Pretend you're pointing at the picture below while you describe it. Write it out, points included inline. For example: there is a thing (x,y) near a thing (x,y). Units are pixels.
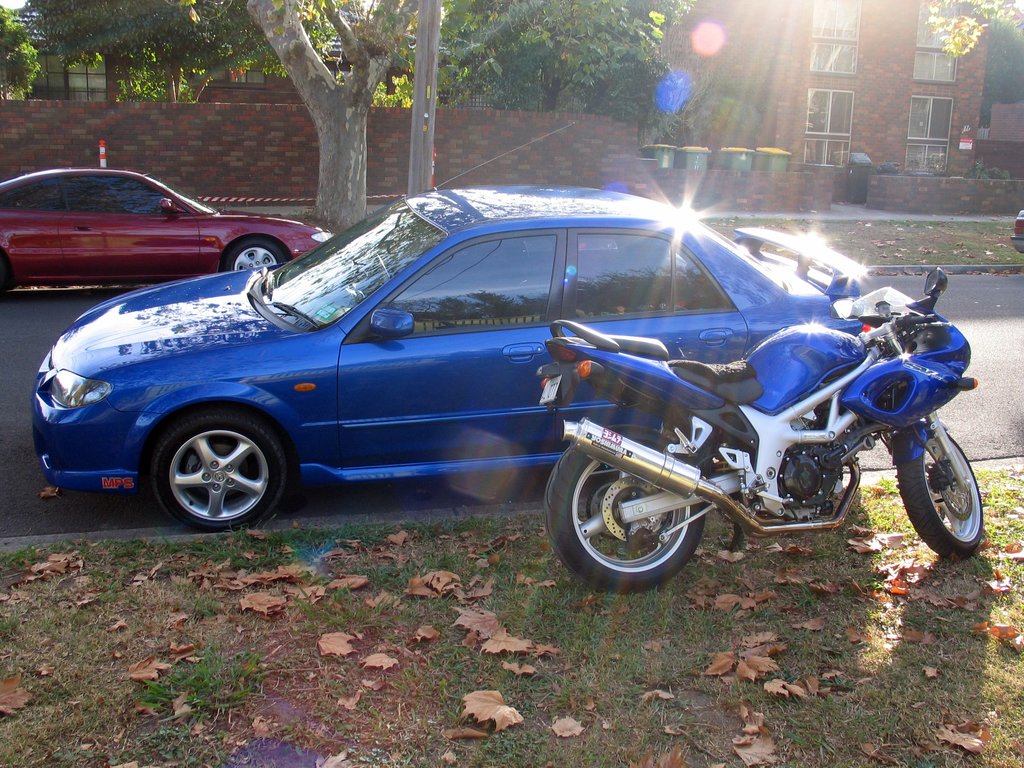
In this picture we can observe a blue color car (395,355) on the road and a bike (759,381) on the grass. On the left side (107,238) there is a maroon color car (147,232). We can observe trees (493,17) and a pole (423,165). In the background (771,102) there is a building (818,130) which is in brown color. There are four trash bins (729,159) which were in green color. We can observe some dried leaves (253,580) on the land (484,652).
